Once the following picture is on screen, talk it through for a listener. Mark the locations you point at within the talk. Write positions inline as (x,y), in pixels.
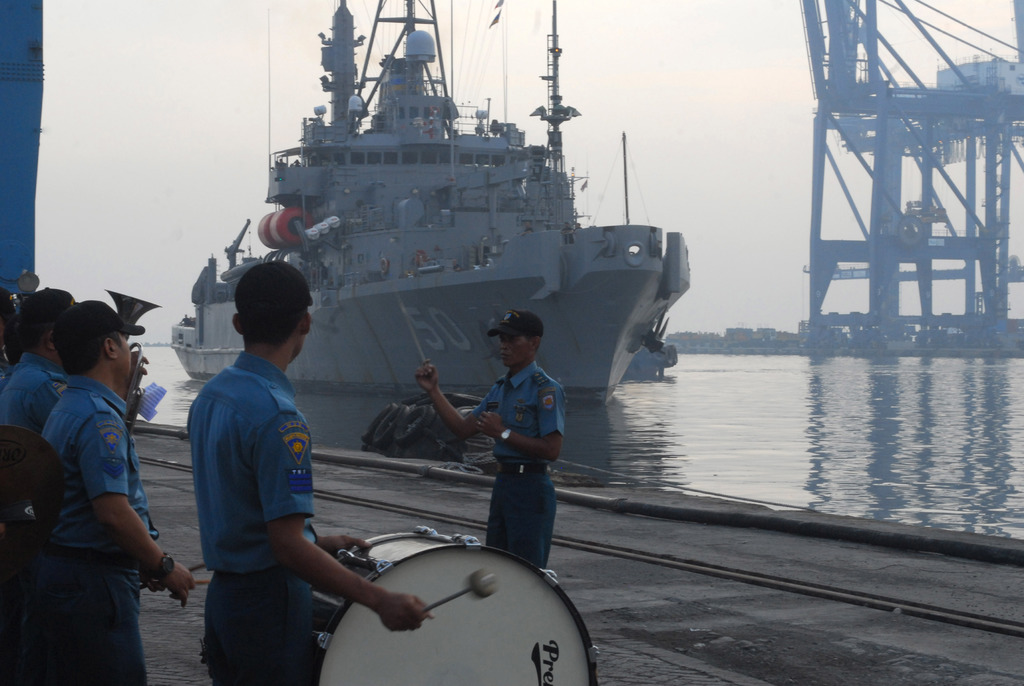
There are three men (23,347) with the blue shirt (241,399) are standing. A man (263,538) to the left side (304,578) is standing and playing drums (445,615). In front of them there is a man (516,395) with blue shirt (525,404) and a cap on his head (511,357). Behind him there is a water (767,432) with big ship (506,173) on it. To the right side (812,201) there is a big crane (845,66).
